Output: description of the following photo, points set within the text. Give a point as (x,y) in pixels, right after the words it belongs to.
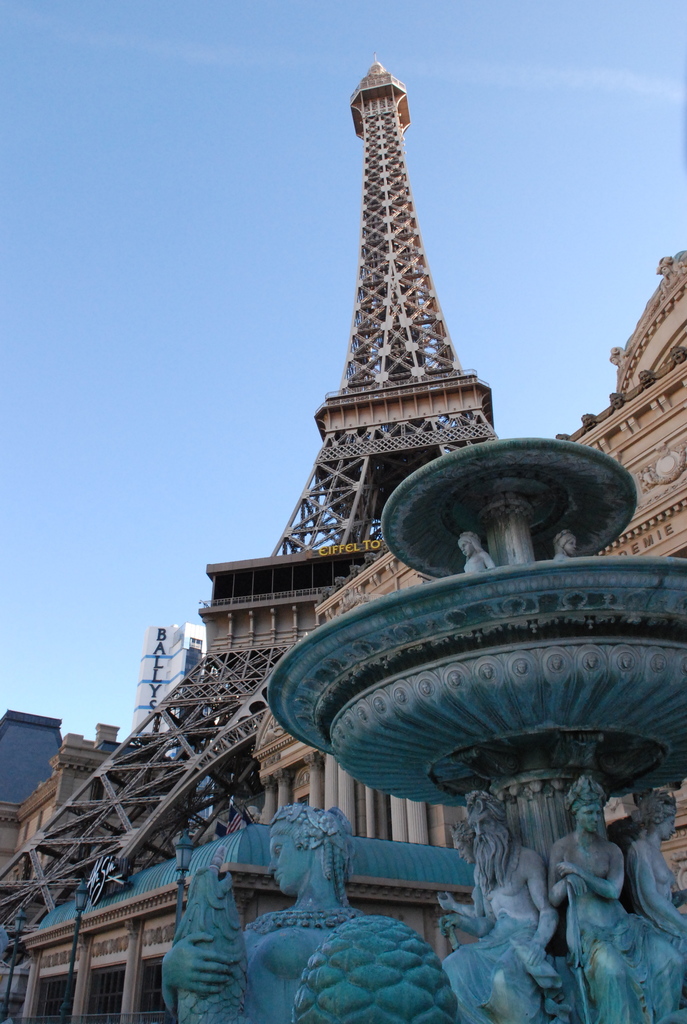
In the picture we can see a sculptural fountain (443,1006) and behind it, we can see a palace (53,985) with some pillars (85,955) to it and behind it, we can see an Eiffel tower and in the background (136,520) we can see some buildings (64,785), and sky (220,369).
